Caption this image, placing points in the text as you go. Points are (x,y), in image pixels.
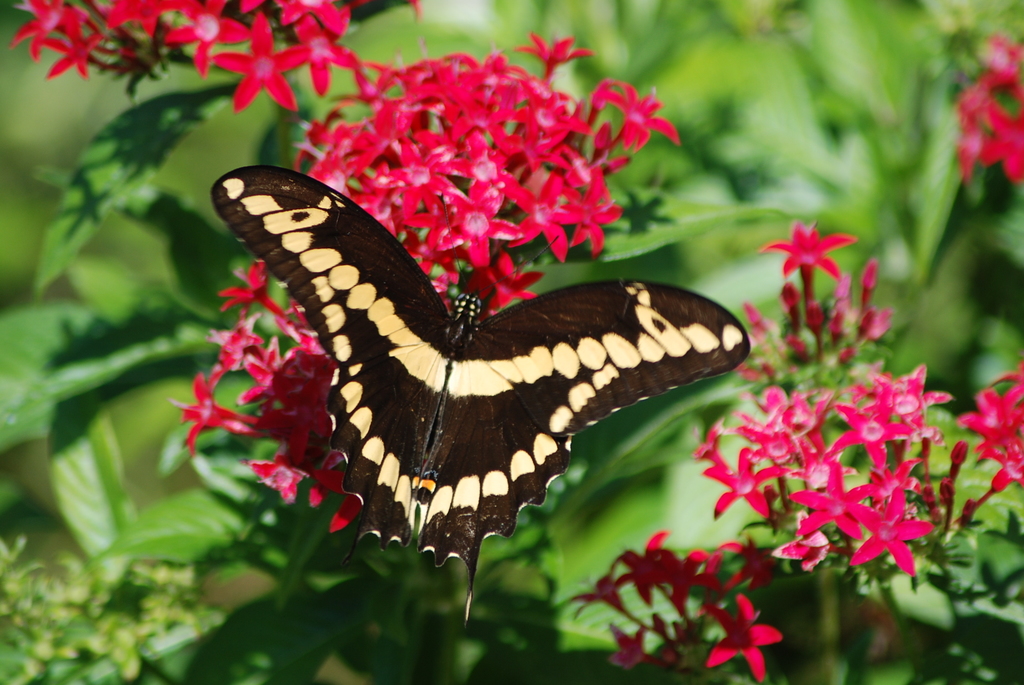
We can see butterfly (400,382) and flowers (482,253). In the background (70,577) it is green.
